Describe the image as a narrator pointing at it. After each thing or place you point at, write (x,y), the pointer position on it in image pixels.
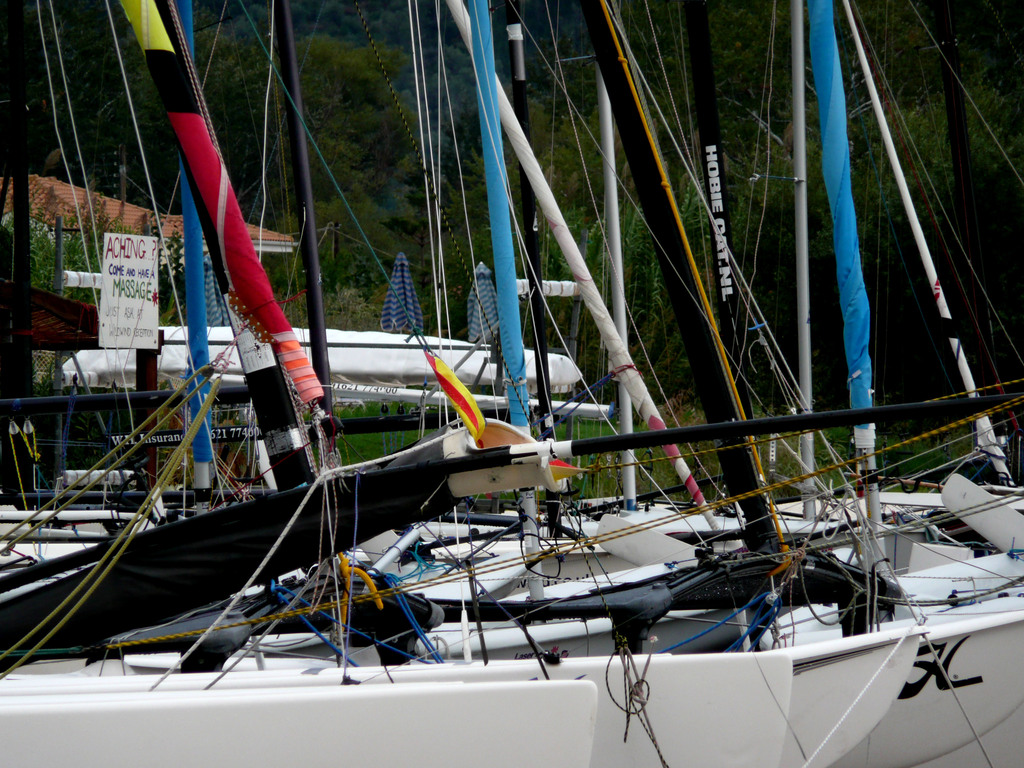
In this picture I can see number of boards (343,724), poles (795,140) and ropes (635,327). In the left of this picture (117,242) I can see a board (117,256) on which there is something written. In the background (276,210) I can see a building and number of trees (61,9).
